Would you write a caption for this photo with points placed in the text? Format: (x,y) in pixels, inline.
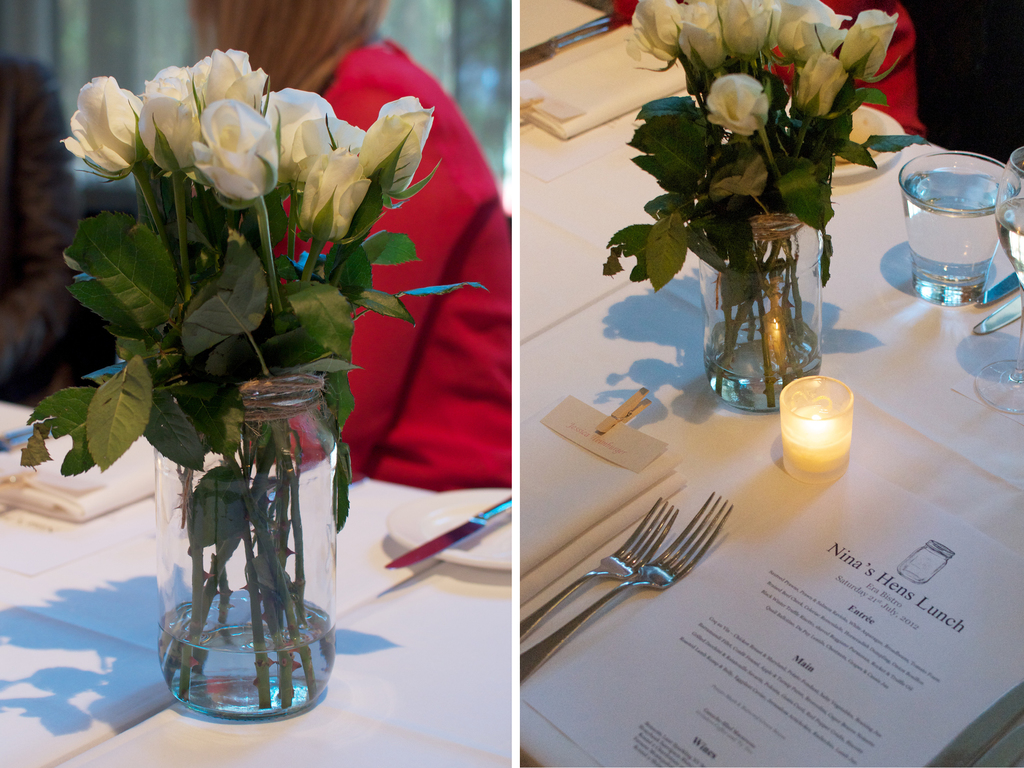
This looks like an edited image. These are the bunch of white rose flowers (278,148) which are kept inside the glass jar (247,661). This is the table (592,316) covered with white cloth (615,298). These are forks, napkins (596,506), candle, water glass (954,284), paper (813,656) placed on the table (920,357). Here is the women (444,210) wearing red dress (455,309). This is a knife (452,535) and plate (470,546) on the table (441,635).
